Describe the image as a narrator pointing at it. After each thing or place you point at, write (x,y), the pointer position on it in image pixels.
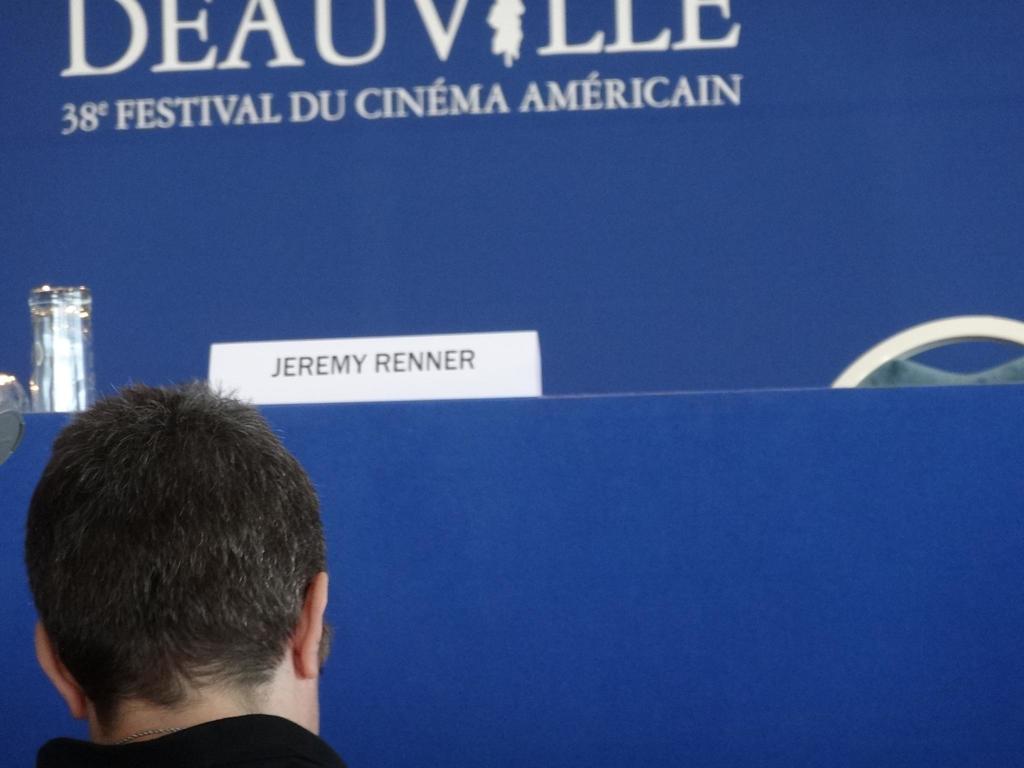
In this image at the bottom (96,578) there is one person (131,526), and in the background (536,199) there is board (359,225), text (519,93), name board (371,360), chair (918,337), glass (59,369) and some object (0,396).
